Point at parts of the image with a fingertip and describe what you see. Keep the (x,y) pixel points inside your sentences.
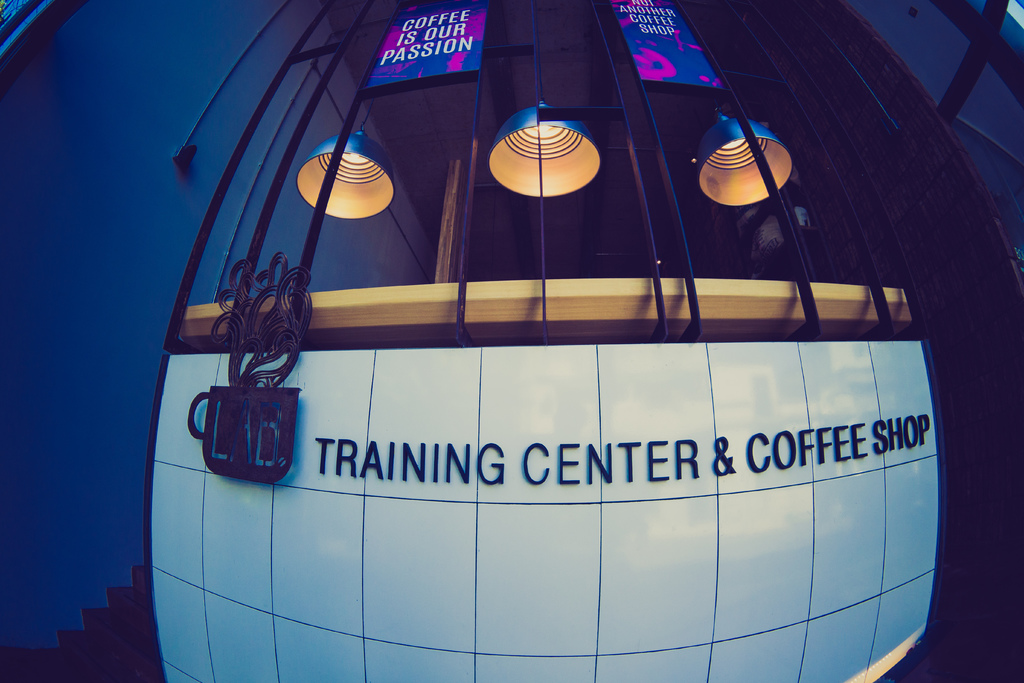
In this image, we can see some metal rods (800,261). We can see some boards (447,39) with text (373,458) written. We can see some wood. There are a few lights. We can see some stairs (125,623). We can see the wall (64,259) and the roof (530,40).
